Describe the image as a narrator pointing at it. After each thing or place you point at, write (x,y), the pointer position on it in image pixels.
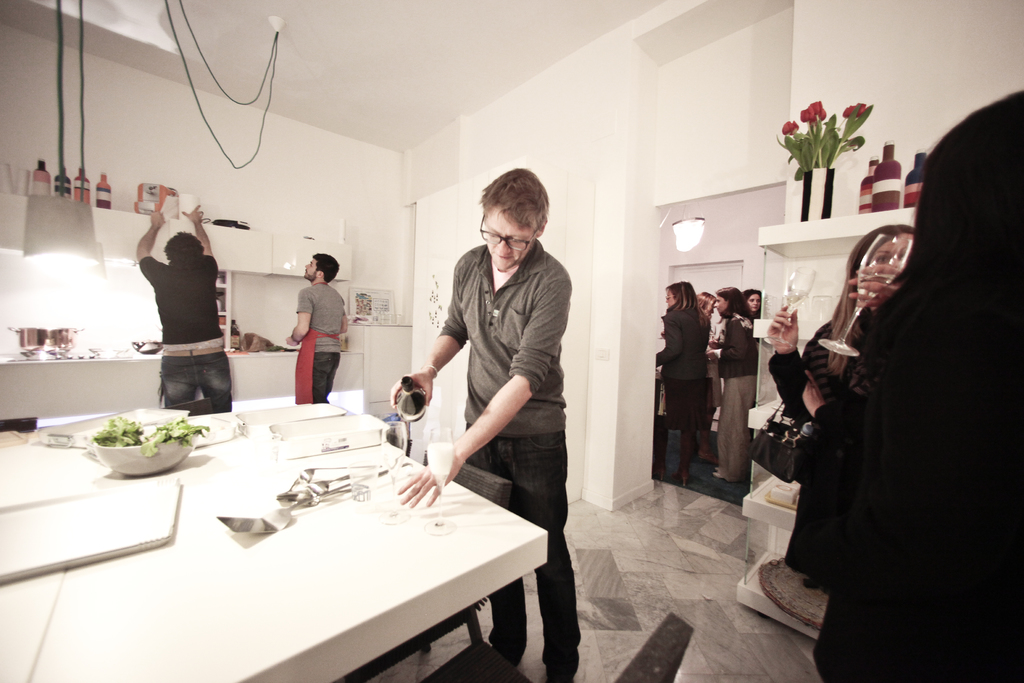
In this image there are group of persons (523,372) and at the right side of the image (862,343) there are two lady persons (862,315) having their drinks (873,282) and top of them there is a flower bouquet (814,111) and at the left side of the image (140,244) there is a person (154,215) who is taking out the object (136,204) and on the top of the table (151,475) there is a food item (149,447) and at the middle of the image (676,326) there are group of lady persons (699,334) standing over there
